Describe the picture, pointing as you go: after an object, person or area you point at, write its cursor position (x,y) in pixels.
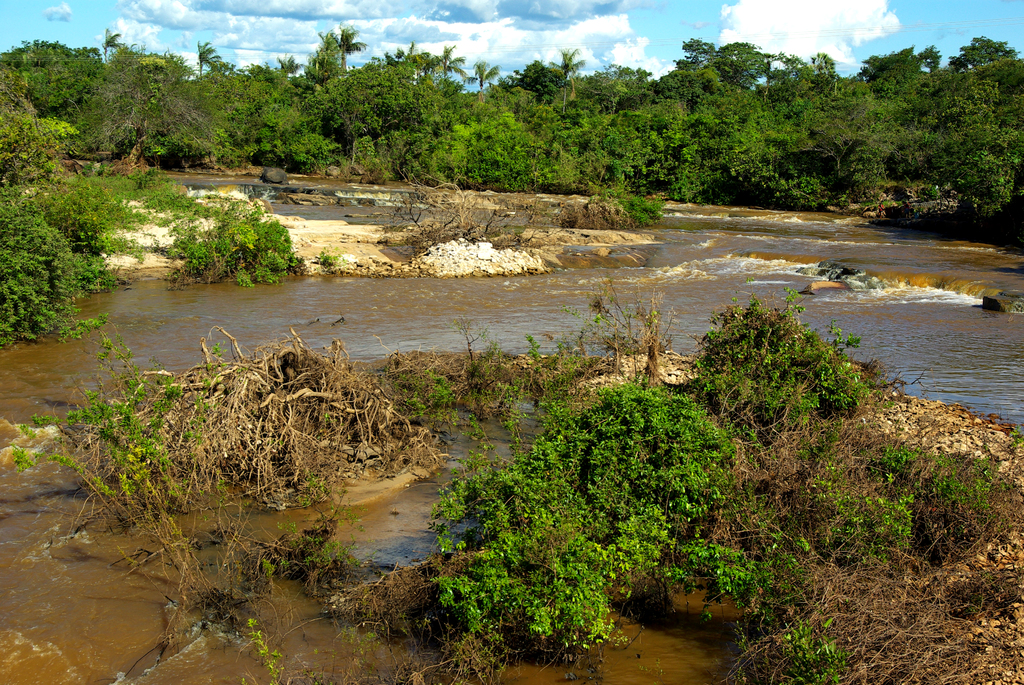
In this image we can see water (389,308), plants (395,406) on the ground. In the background (208,146) there are trees (277,141) and clouds (518,31) in the sky (394,17).
